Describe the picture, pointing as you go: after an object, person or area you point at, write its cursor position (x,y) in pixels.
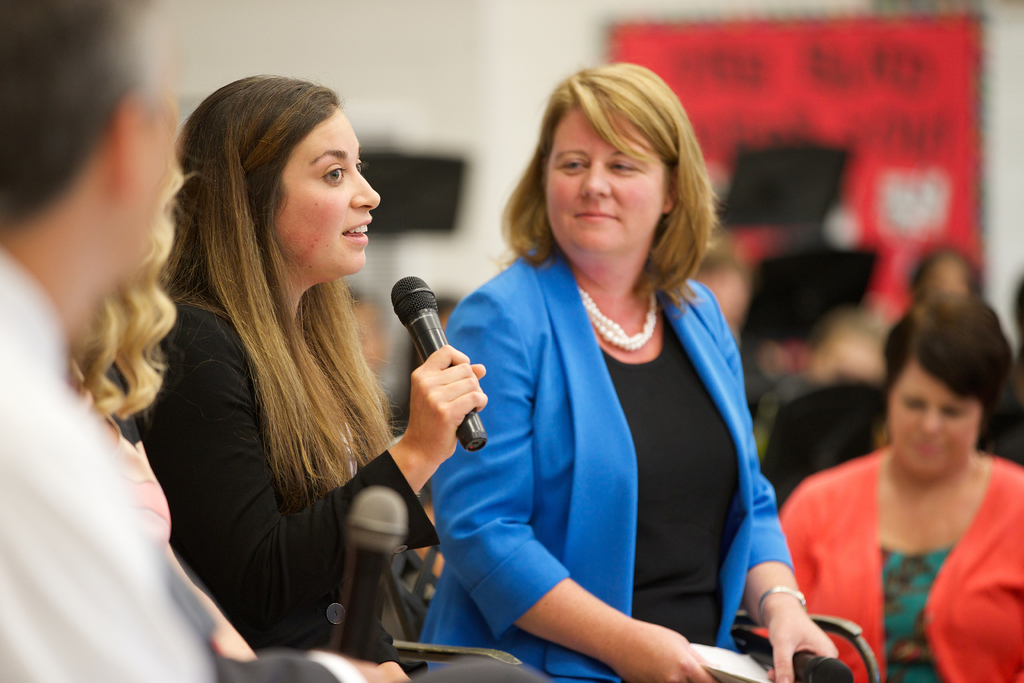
This picture is of inside. In the center (354,245) there is a woman (284,243) wearing black color dress (250,447), holding a microphone (407,304) and seems to be talking, beside her there is another woman (586,382) sitting and smiling. On the left corner (73,162) we can see there are two persons (110,418) sitting on the chairs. In the background (1015,369) we can see group of people (906,390), a banner (863,60) and a wall (456,50).
